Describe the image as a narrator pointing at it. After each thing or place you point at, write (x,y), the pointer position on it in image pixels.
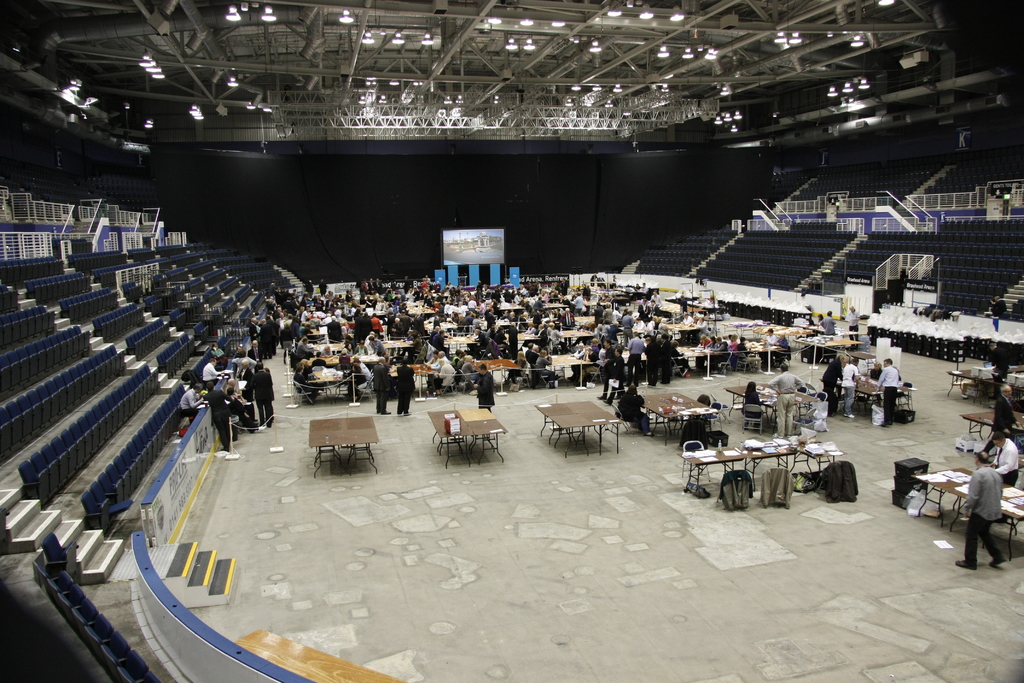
In this image I see lot of people (235,366) and I see lot of chairs (7,364) and tables (317,448) and many things (940,476) on it. In the background (216,279) I see number of chairs (7,380), stairs (12,290) and lights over here.
